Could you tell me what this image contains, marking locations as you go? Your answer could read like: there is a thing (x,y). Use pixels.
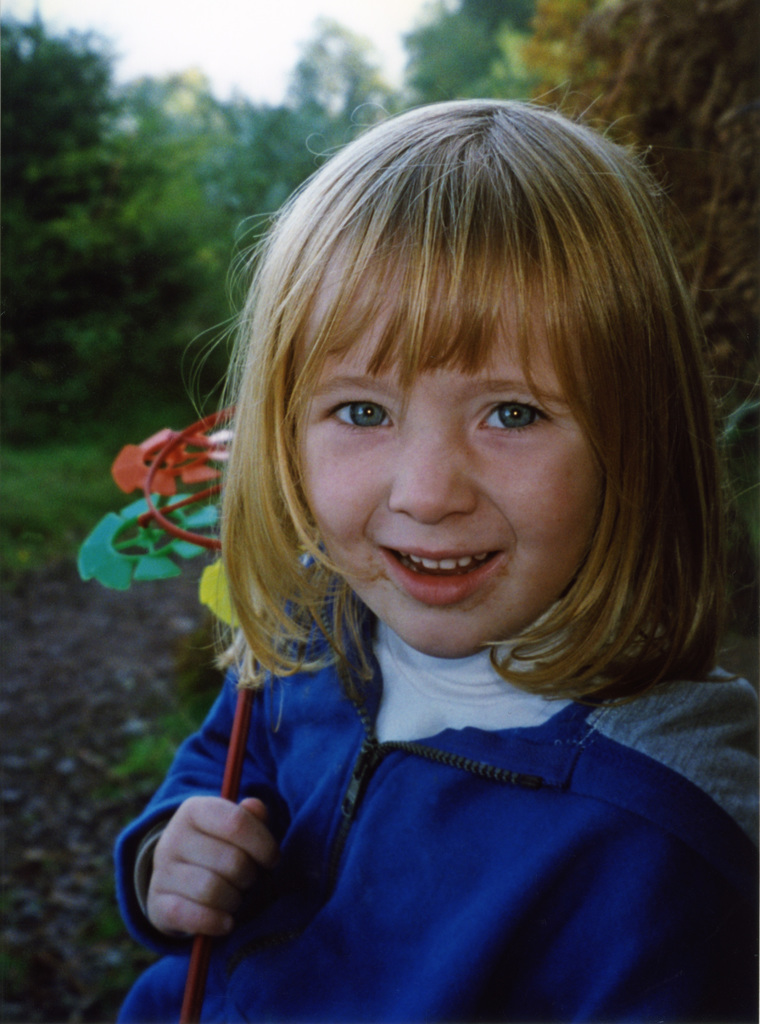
In the center of the image (308,563) we can see a girl (340,883). She is wearing a blue jacket (329,835) and we can see a pinwheel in her hand (197,899). In the background (183,268) there are trees (235,110) and sky (240,83).
